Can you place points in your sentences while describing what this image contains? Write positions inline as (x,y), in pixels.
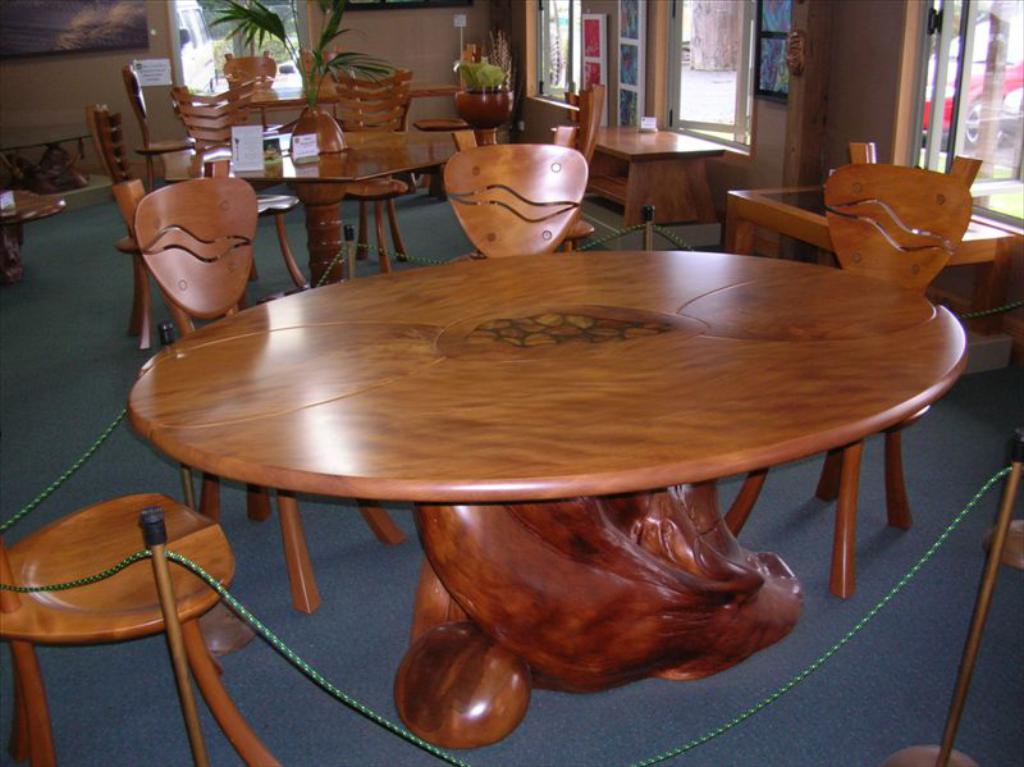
In this image, we can see some chairs (501,168), tables (626,178) and windows (236,37). There is a plant (315,78) at the top of the image (373,72). There is a queue rope barrier (772,702) at the bottom of the image (874,613).
